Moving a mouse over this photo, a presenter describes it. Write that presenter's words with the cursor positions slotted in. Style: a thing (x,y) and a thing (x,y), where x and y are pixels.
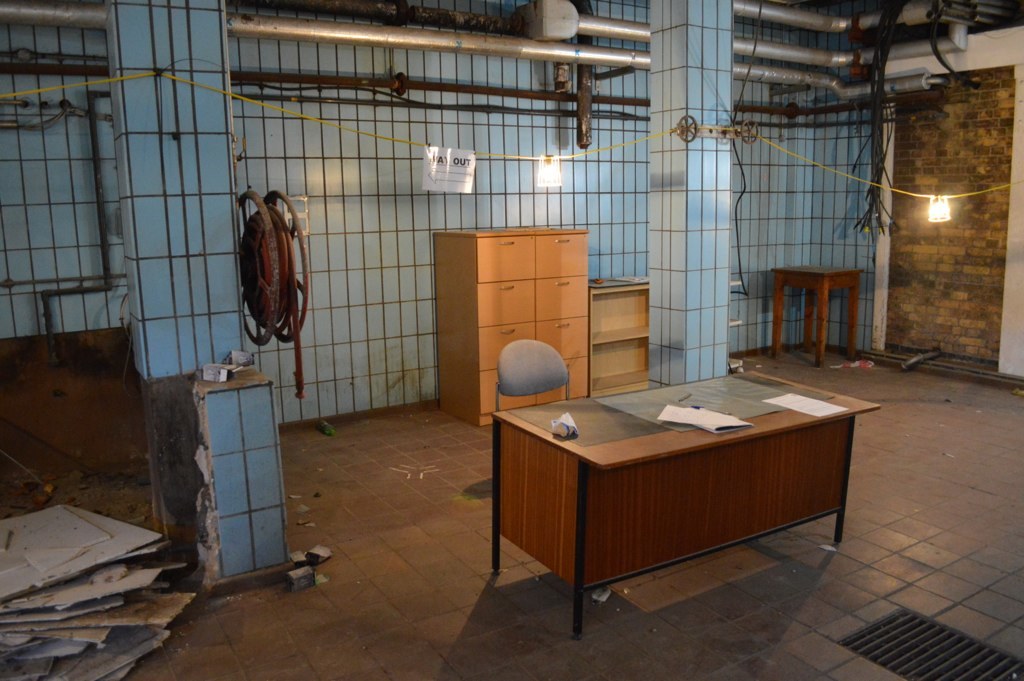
In the picture we can see a floor (504,585) with a table (700,449) on it we can see some papers (559,430) and near it we can see a chair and in the background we can see two pillars (726,145) and behind it we can see some wooden drawers (579,265) and some racks (595,391) near it and we can also see a light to the rope (856,176) which is tied to the pillars (280,548).
